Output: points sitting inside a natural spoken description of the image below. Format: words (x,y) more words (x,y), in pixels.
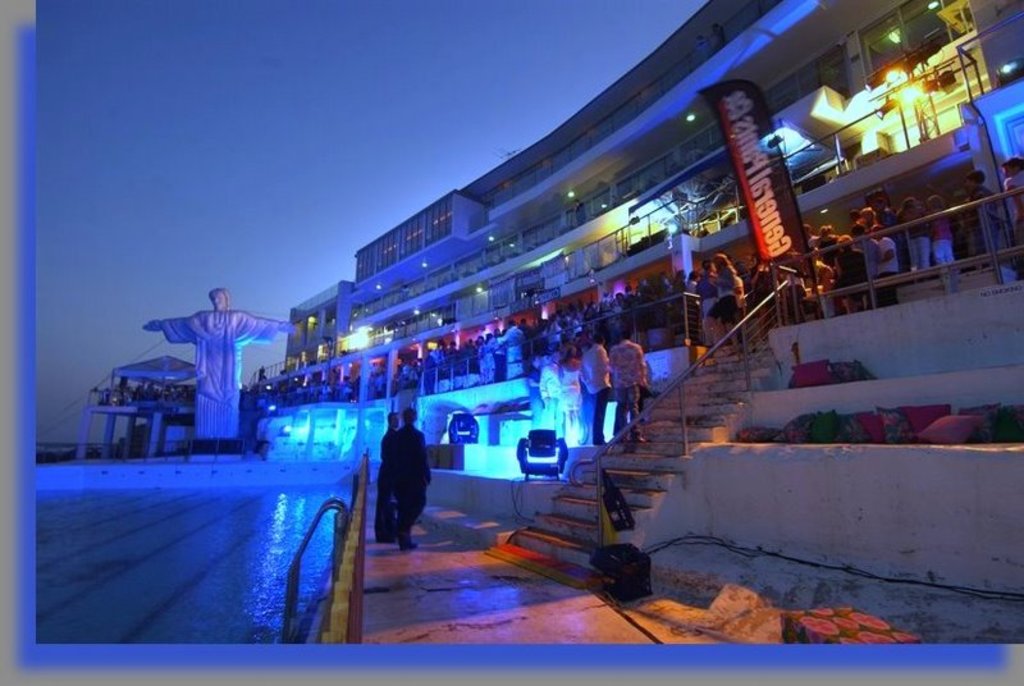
This image consists of many persons (623,355). On the right (865,298), there is a building (598,292). In the front (569,484), we can see the steps (642,468) along with a railing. On the left (198,335), there is a statue (230,351). At the bottom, there is a floor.
